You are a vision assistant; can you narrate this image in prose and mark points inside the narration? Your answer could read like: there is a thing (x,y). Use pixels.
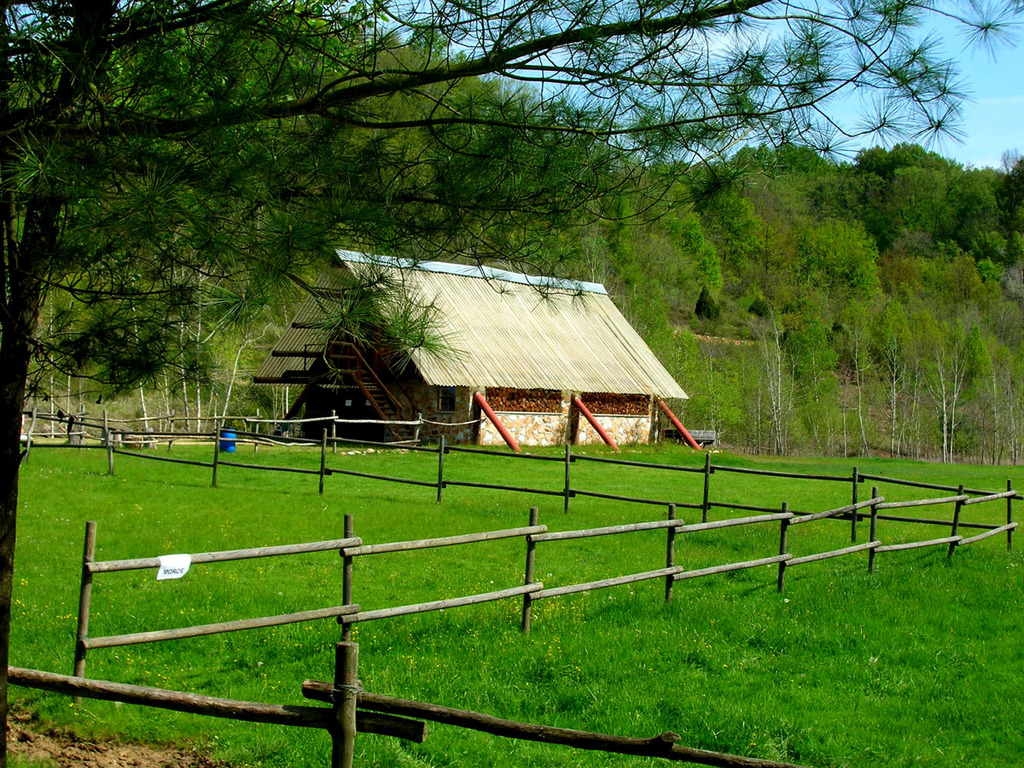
This image consists of a hut (468,369). At the bottom (528,682), there is green grass (443,654). And there is a fencing (827,555) made up of wood (515,723). In the background (1012,272), there are trees (846,189).
